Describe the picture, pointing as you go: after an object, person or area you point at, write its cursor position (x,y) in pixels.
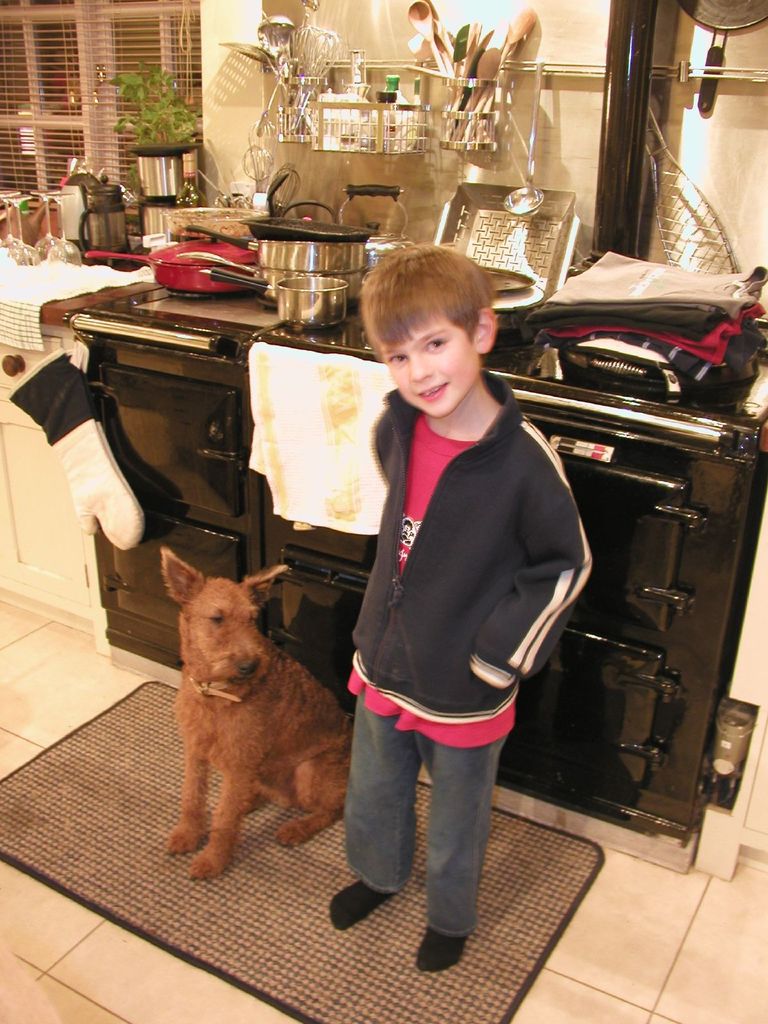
In the picture I can see a dog (264,710) and a kid (393,632) wearing jacket (436,603) standing on mat (340,835) and in the background (294,302) there are some utensils (295,268), somethings (696,334) on the surface (671,385) and there is a wall (579,40).
